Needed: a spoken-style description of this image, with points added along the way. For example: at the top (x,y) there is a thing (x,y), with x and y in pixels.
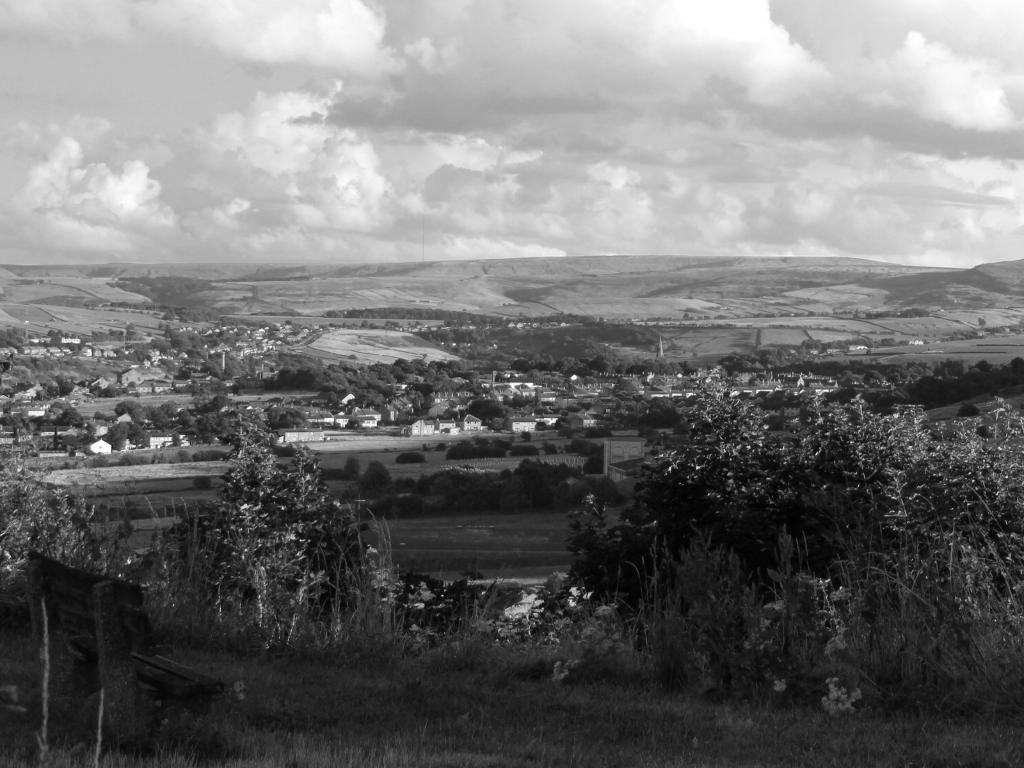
This picture consists of hill view (74,324), on the hill (74,324) I can see some trees (214,435), in the middle (378,417) there are some houses (660,398), at the bottom (204,514) I can see grass (225,635) and plants (752,555), at the top (354,150) there is the sky (462,134) and sky (645,195) is cloudy.
